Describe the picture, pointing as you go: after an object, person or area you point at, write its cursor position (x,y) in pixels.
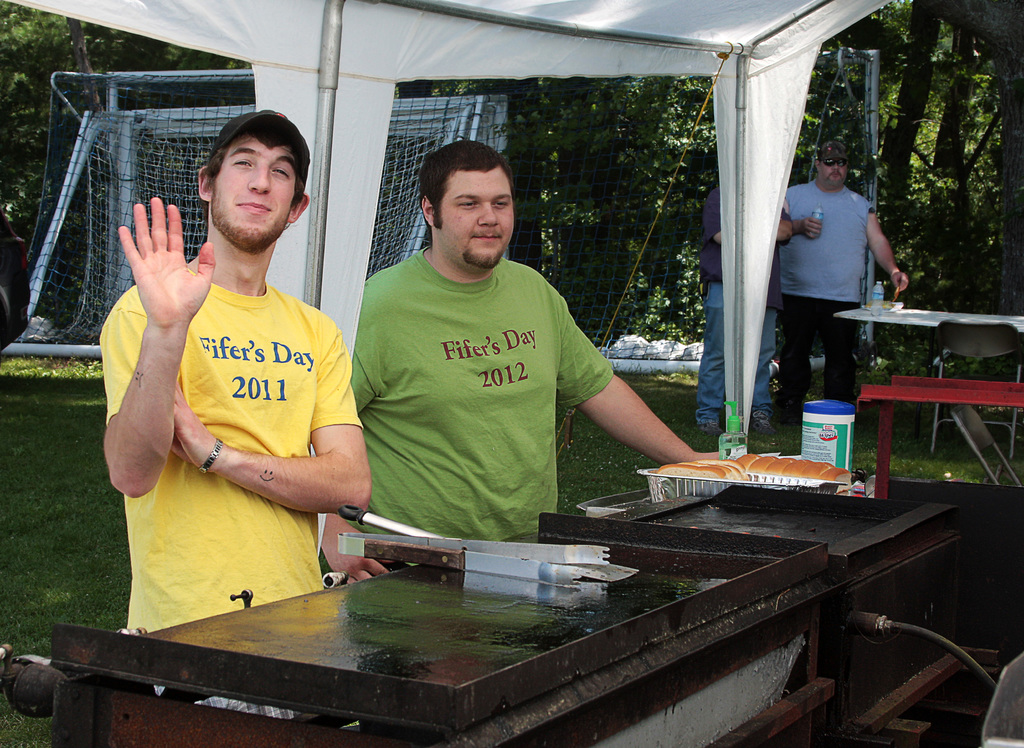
In this image I can see two persons (336,426) wearing t shirts (373,385) are standing in front of the gas stove (667,610). I can see few breads (804,473) in the tray (709,484) and few spoons (509,546) in front of them. I can see the white colored tent (421,25), few metal rods (438,4), few persons (802,286) standing, a table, the net (145,163) and few trees (894,145) in the background (564,149).
